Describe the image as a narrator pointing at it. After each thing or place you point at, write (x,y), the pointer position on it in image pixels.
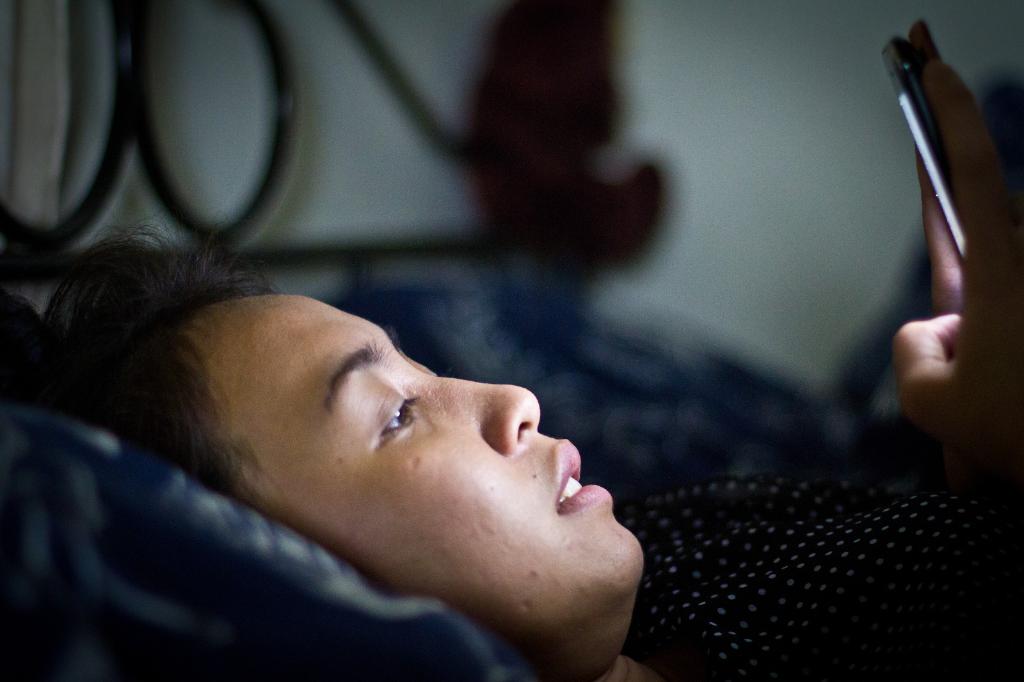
In the center of the image (498,427) a lady (496,442) is lying on a bed (694,411) and holding a mobile (917,110) in her hand (942,374). At the top of the image (789,100) wall (800,88) is present.
